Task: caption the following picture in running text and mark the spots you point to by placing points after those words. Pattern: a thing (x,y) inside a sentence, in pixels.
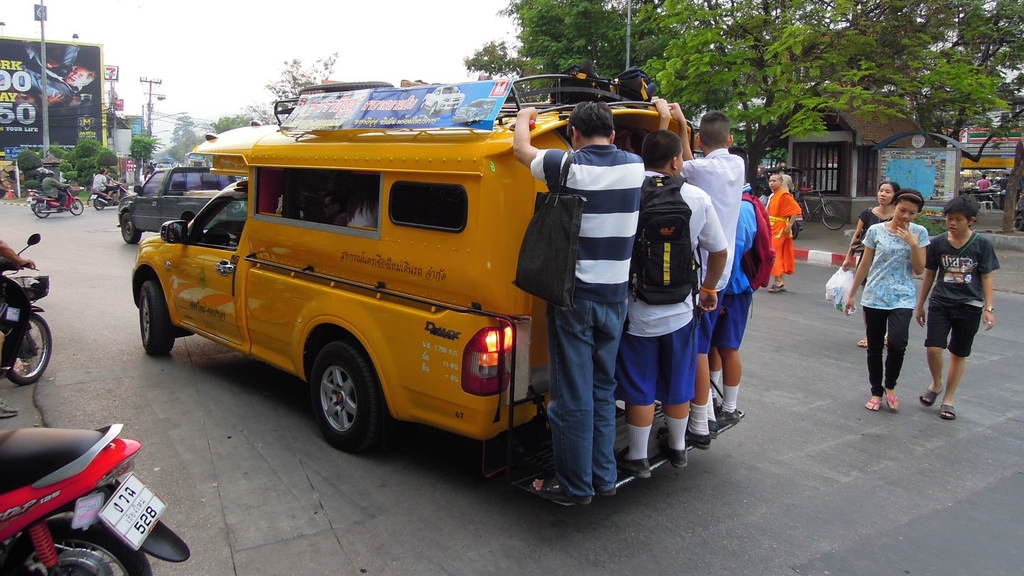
In this image I can see a road (131,247) and on it I can see few vehicles (249,266) and few people (629,264). I can also see trees (694,62), a board (27,111), few poles (151,78) and few people (97,173) on their vehicles (18,291). Here I can see few people (701,204) are carrying bags (640,226).
